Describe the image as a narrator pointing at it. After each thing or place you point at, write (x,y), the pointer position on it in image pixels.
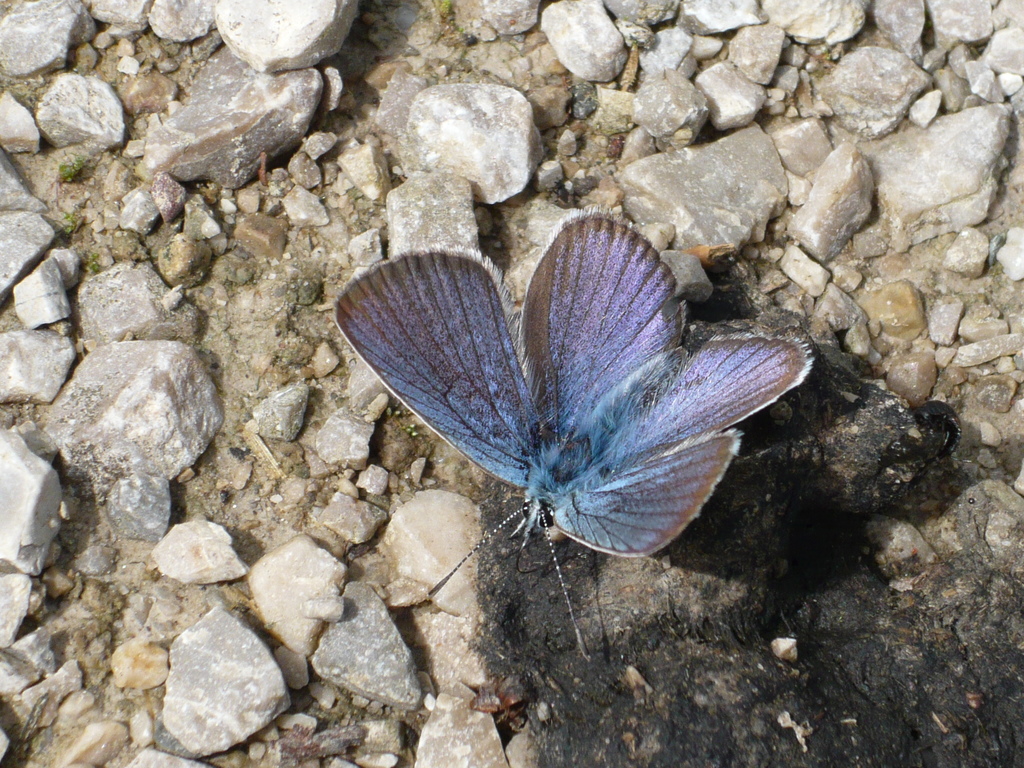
In this image I can see a butterfly (562,327) and also there are stones (135,387).
